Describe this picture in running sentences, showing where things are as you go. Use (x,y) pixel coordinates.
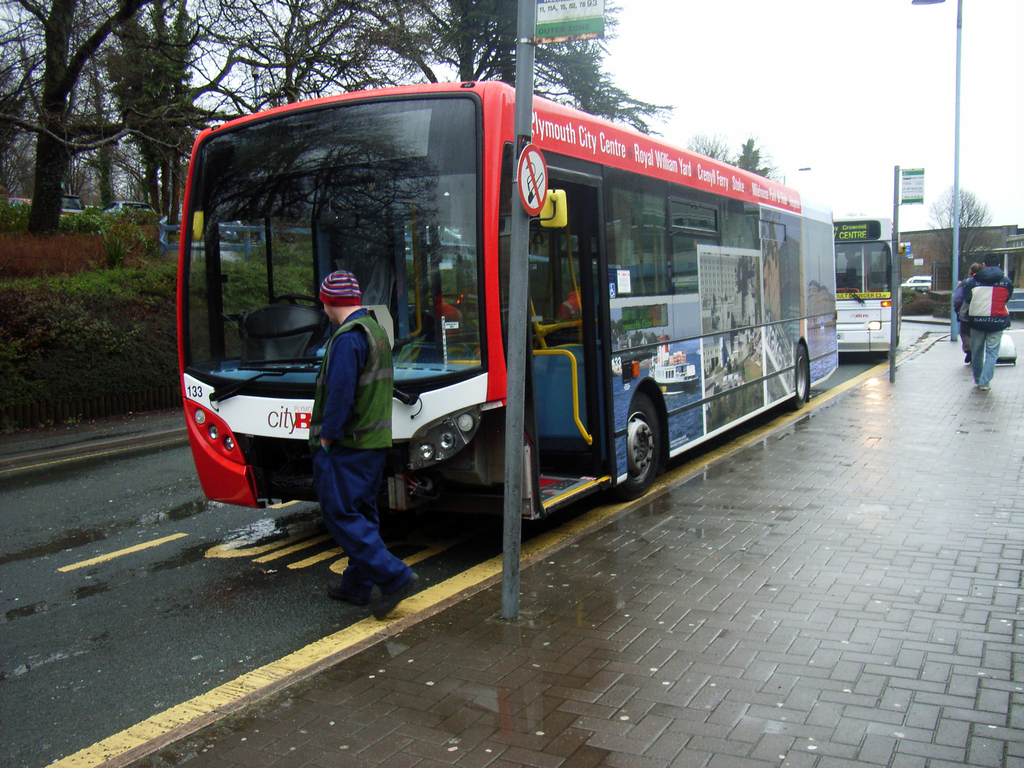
In this image we can see motor vehicles (617,315) and persons (990,288) on the road (427,510), poles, sign boards (533,159), fence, plants (134,320), trees (556,46) and sky (796,67).
